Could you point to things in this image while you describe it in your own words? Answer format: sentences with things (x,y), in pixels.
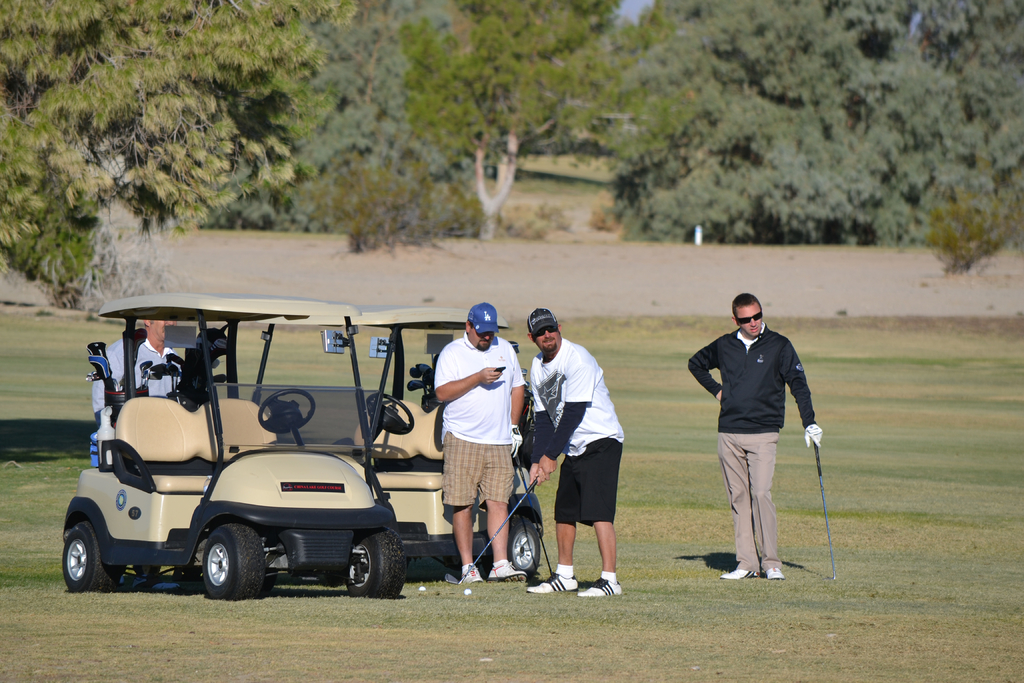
In this image I can see the ground (682,634), few persons (575,387) standing on the ground (825,412) holding golf sticks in their hands (542,472). I can see few vehicles (230,408), a person (147,322) in the vehicle (179,407) and few trees (687,15). In the background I can see the sky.
